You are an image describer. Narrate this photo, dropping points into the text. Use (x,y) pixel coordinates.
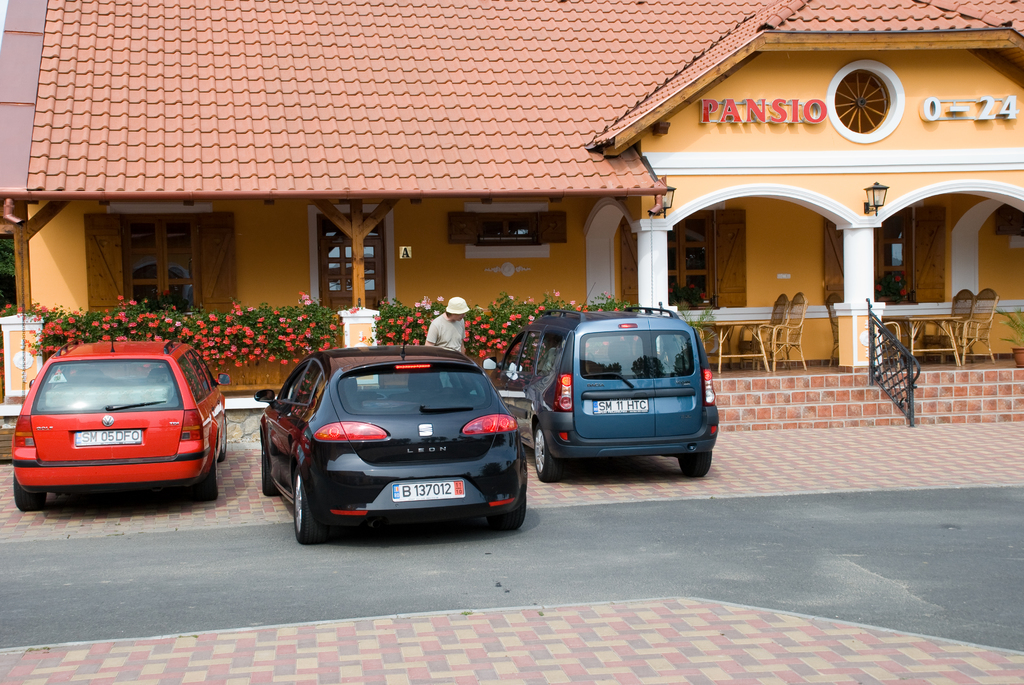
In this image, there is an outside view. There are vehicles (616,431) beside the house (350,131). There are some plants (235,324) on the left side of the image (127,327). There is a person (439,331) in the middle of the image (452,332) standing and wearing clothes (448,348). There are chairs (979,312) on the right side of the image (775,307).
